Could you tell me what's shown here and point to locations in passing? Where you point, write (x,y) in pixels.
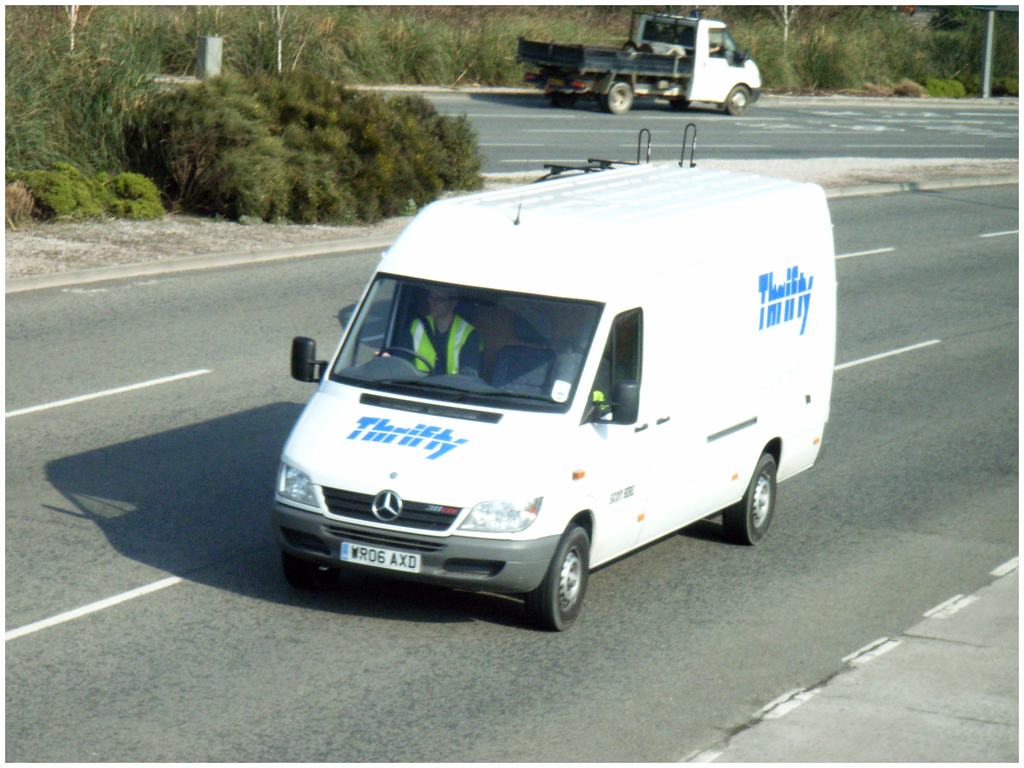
Here in this picture we can see a white colored van (578,217) present on the road (314,595) and we can also see a person (427,350) inside it and behind it also we can see a vehicle (653,41) present and beside that we can see plants (270,133) present on the ground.
